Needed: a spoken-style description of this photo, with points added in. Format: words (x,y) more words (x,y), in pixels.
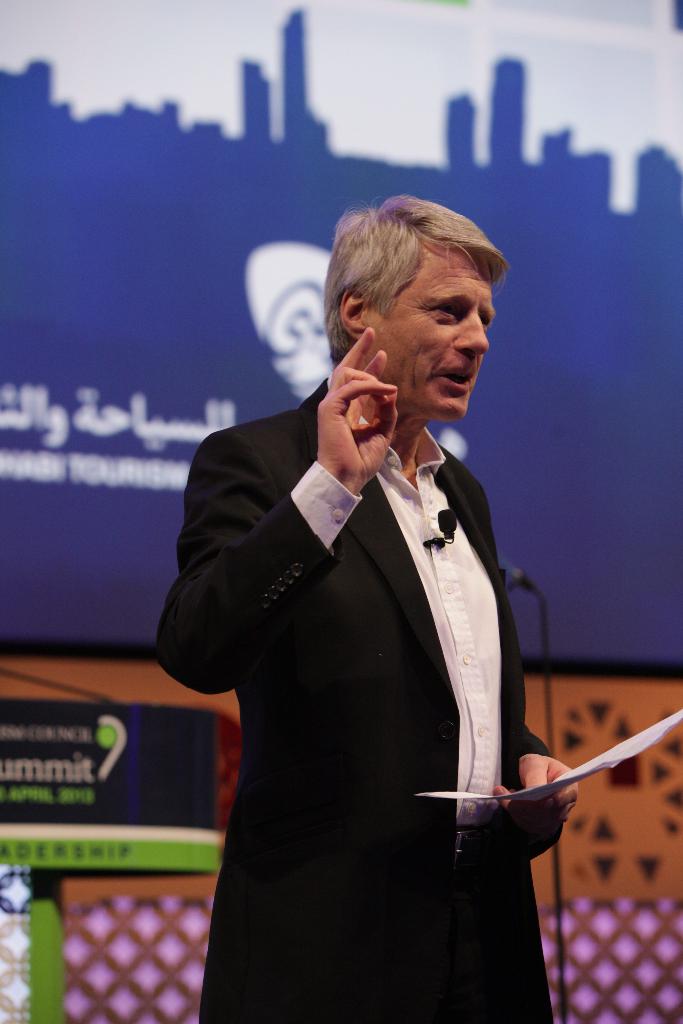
In this image I can see a man (295,566) wearing black color suit (338,688), white color shirt (451,560), standing, holding a paper (604,762) in the hand (537,782) and speaking by looking at the right side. In the background (68,560), I can see a board (257,147) in white and blue color is attached to the wall (625,713).
